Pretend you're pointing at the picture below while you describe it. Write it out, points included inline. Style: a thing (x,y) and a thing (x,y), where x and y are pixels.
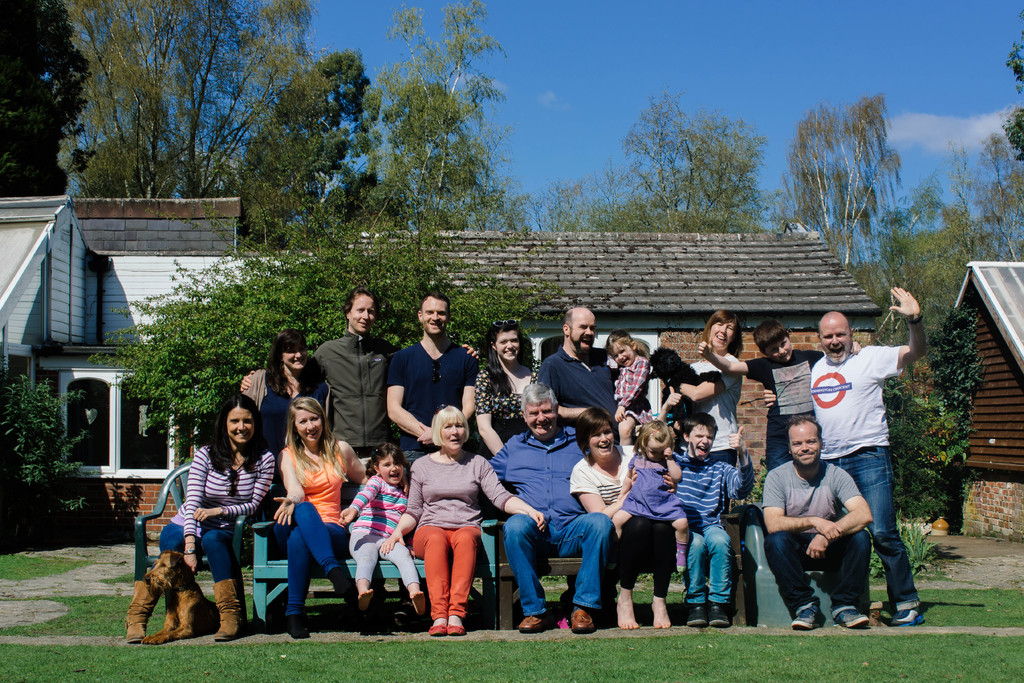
There are few people (470,498) here sitting on the chair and behind them few are standing and all are giving pose to have a picture. In the background (149,349) there are buildings (106,325), trees (216,308) and a sky (621,159).
